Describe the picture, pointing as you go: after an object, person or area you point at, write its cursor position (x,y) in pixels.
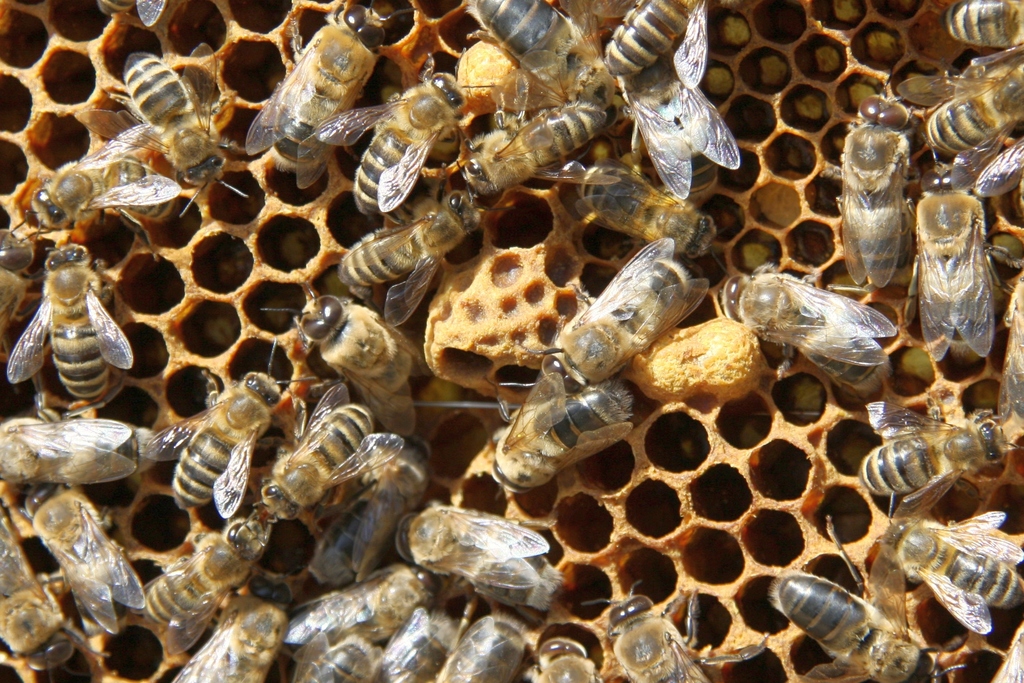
In this image we can see a few honey bees (652,656) on the beehive (255,323).
